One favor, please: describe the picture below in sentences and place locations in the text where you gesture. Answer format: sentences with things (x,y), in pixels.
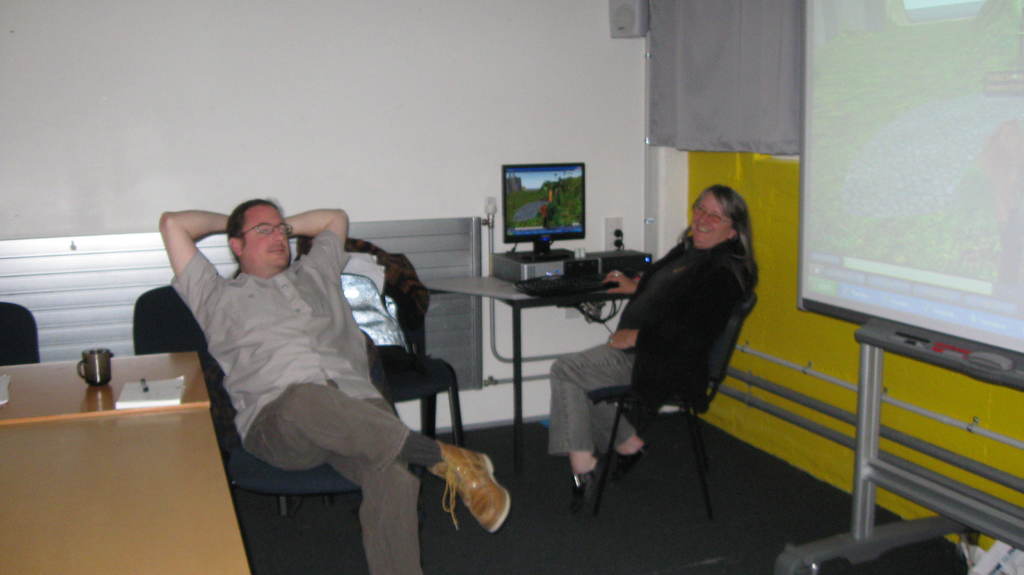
In this picture we can see a man (226,346) and a woman (696,320) are sitting on chairs (222,401), there is a table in front of this woman (694,302), we can see a monitor (551,224) and a keyboard (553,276) on this table (520,300), on the left side (138,435) we can see another table (108,467), there is a book (158,397), a pen (145,384) and a mug (105,363) present on this table (163,354), on the right side (932,232) there is a projector screen (929,228), in the background (686,153) there is a wall (449,99).
